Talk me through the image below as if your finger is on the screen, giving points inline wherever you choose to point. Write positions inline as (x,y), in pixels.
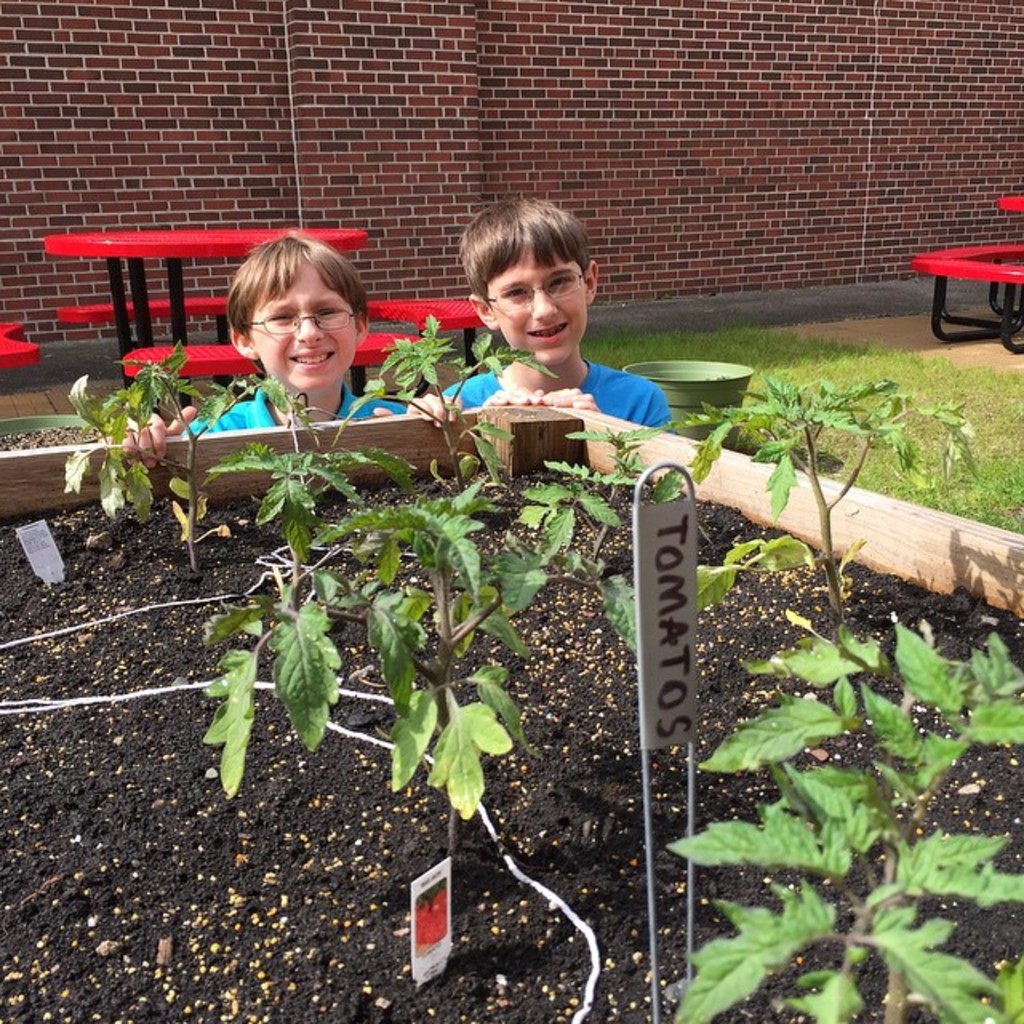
In this image there are two children (547,354) who are standing near the tomato plants (440,618). At the background (95,87) there is a brick wall (721,139). On the right side (845,375) there is a grass (832,371) and flower pot (723,371). At the back side (147,320) there is a bench (175,316).
